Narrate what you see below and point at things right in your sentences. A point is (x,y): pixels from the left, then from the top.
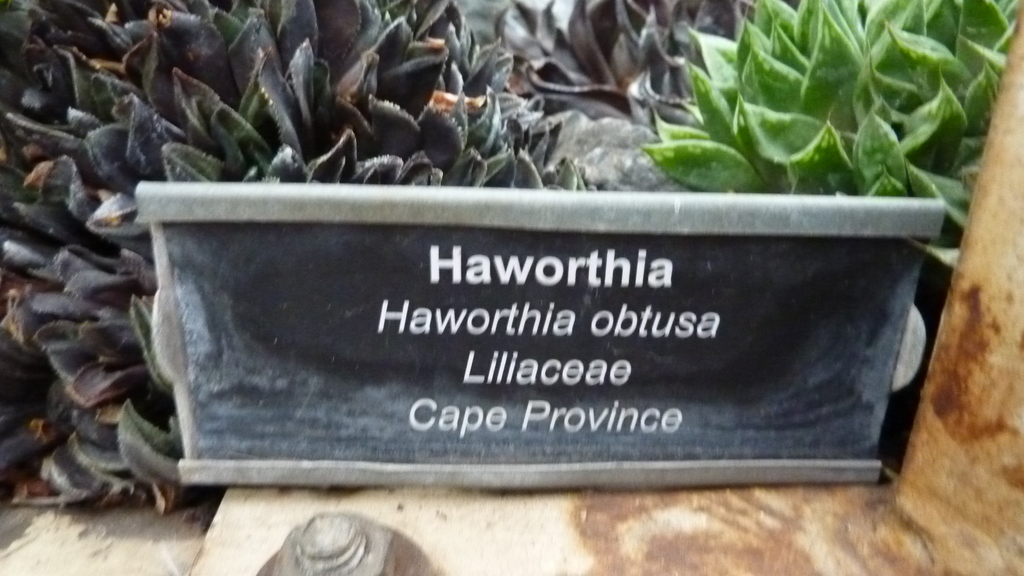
At the bottom (501,495), we see the rusty ledge (577,499). In the middle (585,237), we see a board (447,302) in black color with some text (485,272) written on it. In the background (403,77), we see the plants (674,136) in green and dark purple color.
